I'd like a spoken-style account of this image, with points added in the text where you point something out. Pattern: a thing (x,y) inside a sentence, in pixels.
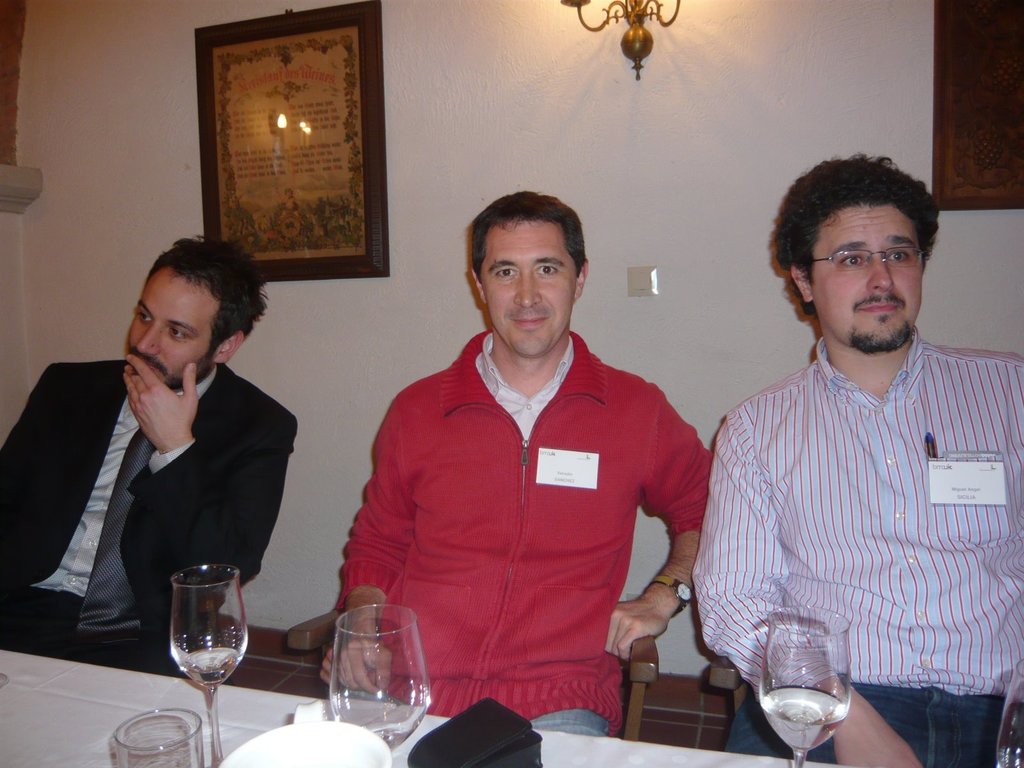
The picture is taken inside a room (715,393). There are three persons (624,435) in the room (437,83). the right person (858,490) is wearing a white shirt (864,520), the middle person (498,520) is wearing a red jacket (470,513), the left person (132,467) is wearing a black suit (76,482). In front of them there is a table (284,698). On the table (118,709) there is glasses (386,665), plate (258,743). There is a wall (730,96) behind them. on the wall (488,104) there is a board (378,144) and a light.
